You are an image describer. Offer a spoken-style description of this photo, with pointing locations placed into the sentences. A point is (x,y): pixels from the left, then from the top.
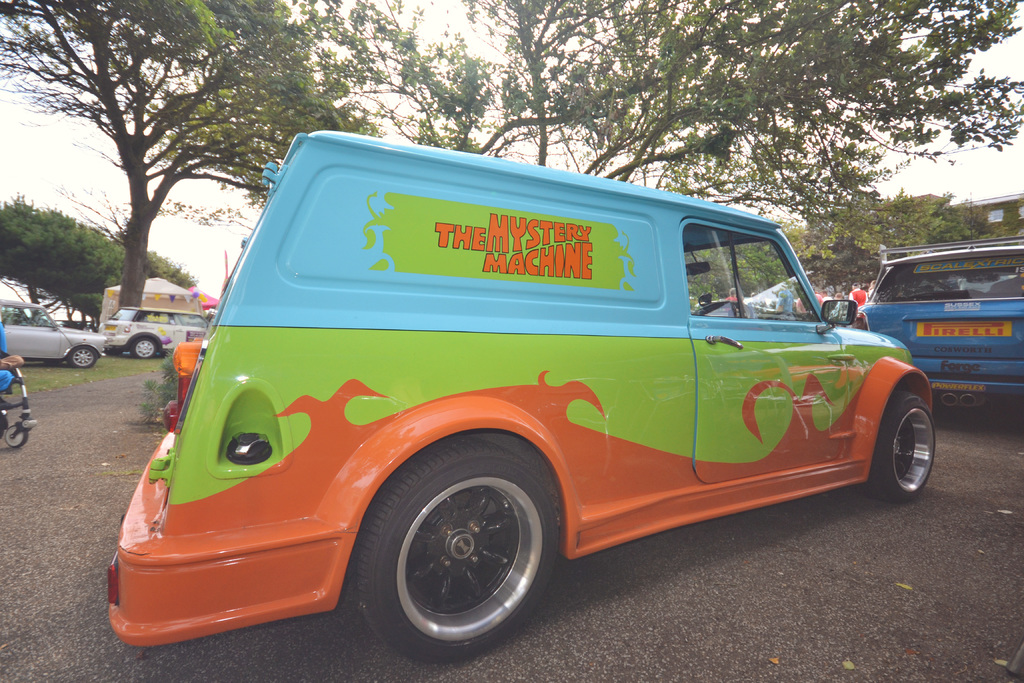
In this image in front (845,473) there are vehicles (936,400) on the road (777,585). In the background of the image (801,109) there are trees (637,88), stalls (169,291) and sky (918,163).
